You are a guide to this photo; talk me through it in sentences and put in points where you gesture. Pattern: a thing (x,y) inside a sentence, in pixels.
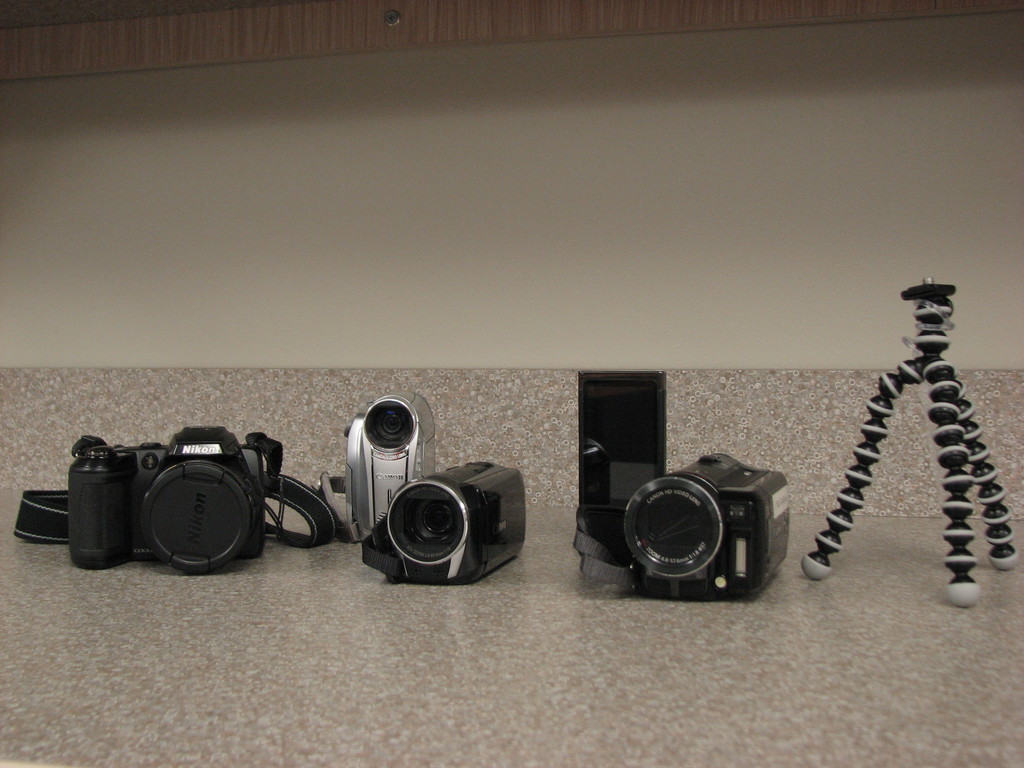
In this image, I can see many cameras (780,560) and a stand (810,577) on the surface (786,581), and background (275,164) is the wall (287,168).
